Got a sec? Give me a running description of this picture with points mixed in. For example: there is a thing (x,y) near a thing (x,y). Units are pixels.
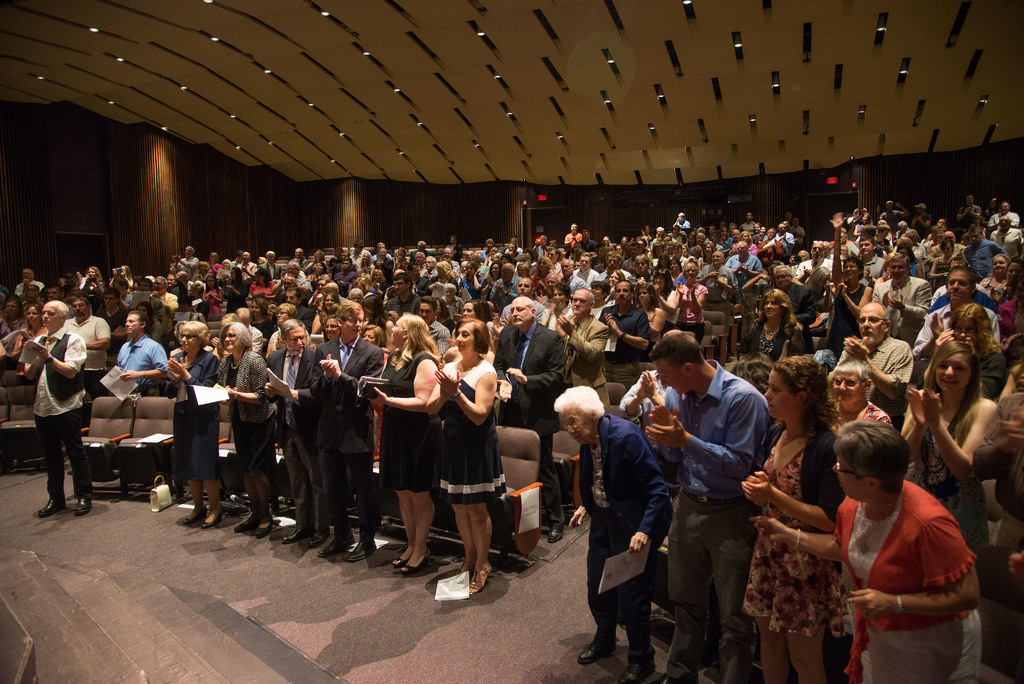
In this picture we can see some people (231,359) are standing and clapping, some of them are holding papers (40,346), we can see chairs (113,466) in the front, there are some lights (864,106) at the top of the picture (659,87).
